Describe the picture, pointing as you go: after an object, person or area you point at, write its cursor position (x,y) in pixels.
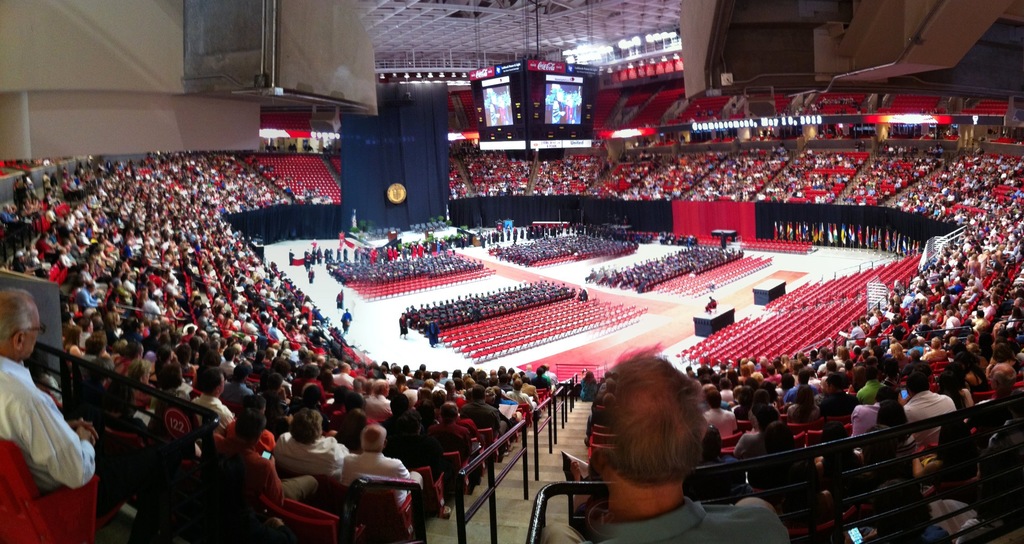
This picture looks like an auditorium (282,269), in this image we can see many people (214,321), among them some are sitting on the chairs (459,337) and some are standing, there are tables (711,314), flags (849,235), screens (563,89), lights (616,58) and some other objects (339,125).
